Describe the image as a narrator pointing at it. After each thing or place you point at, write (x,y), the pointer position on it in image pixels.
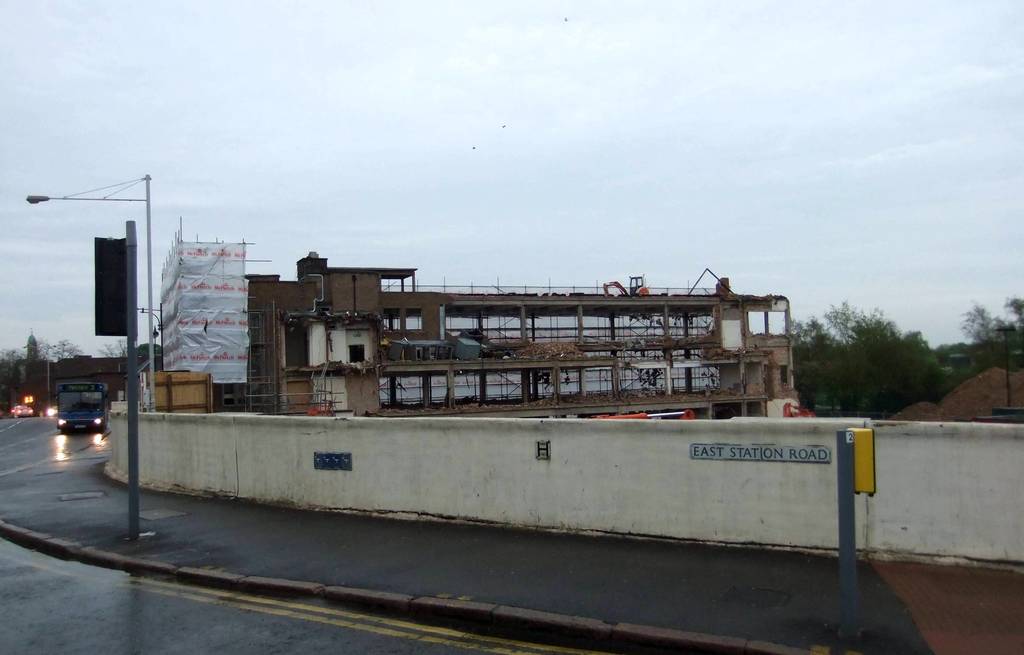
the picture is taken outside a city. In the foreground of the picture (452,541) there road (142,589), pavement (335,542), wall (394,472), pole (133,320) and street light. In the center of the picture (653,391) there are trees (862,370), buildings (504,350), poles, banner (188,317) and vehicles (63,394). Sky (261,74) is cloudy.
